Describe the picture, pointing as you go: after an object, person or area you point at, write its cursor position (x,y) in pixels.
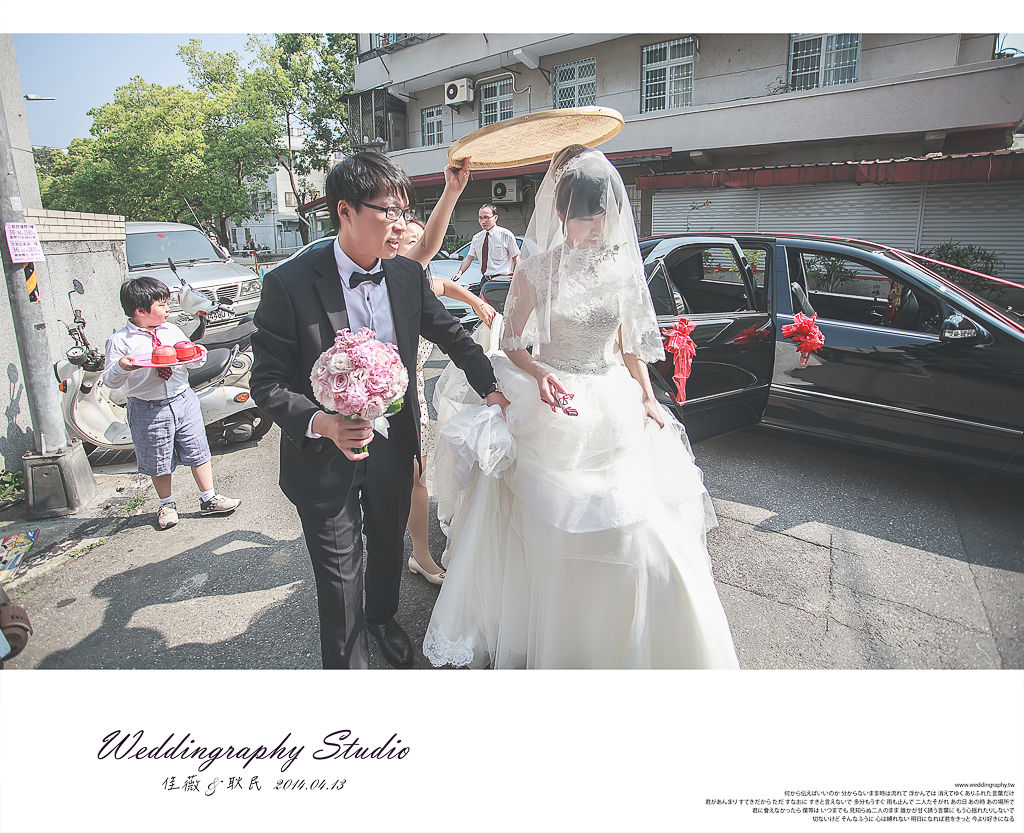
In this image in the center (401,306) there is one man (392,334) and one woman (575,304) walking, and man (381,264) is holding a flower bouquet (363,385). And in the background (473,276) there are some people (482,239) and cars (776,302), pole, trees (210,145), boards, vehicles (95,402), and at the bottom (794,570) there is a road (866,628) and at the bottom of the image (919,792) there is text (920,802). And in the background (835,102) there is building (833,156) and trees (154,122).
